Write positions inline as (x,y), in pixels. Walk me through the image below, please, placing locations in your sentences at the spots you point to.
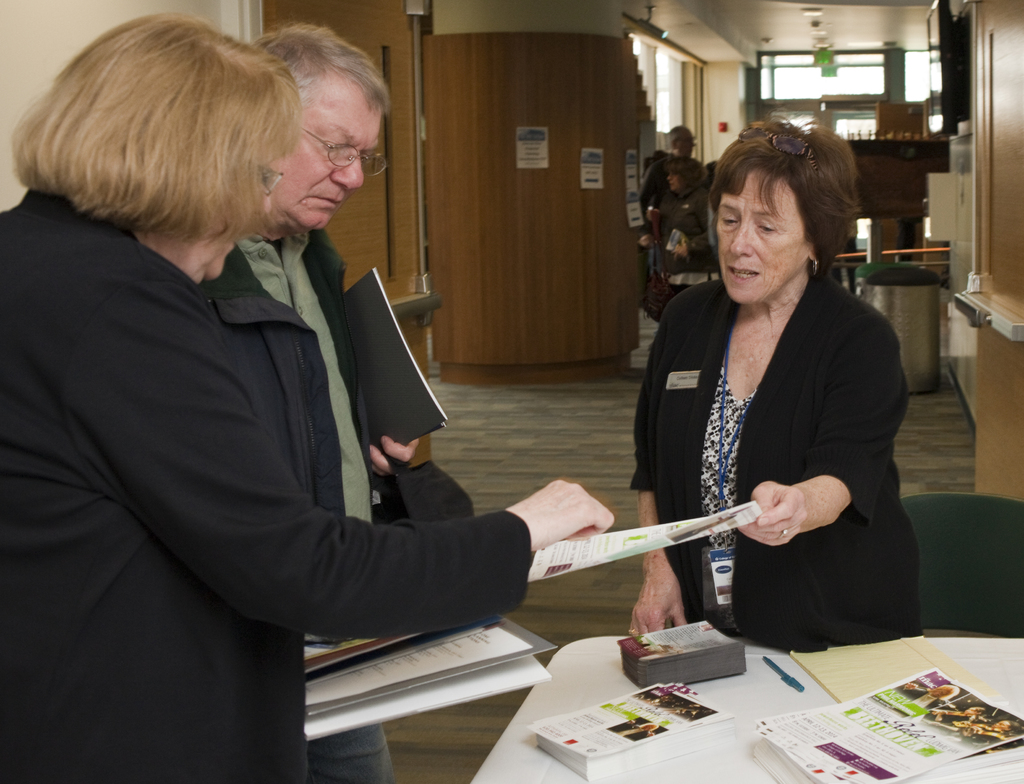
In front of the picture, we see two women (545,533) and a man (297,424) are standing. The man (309,412) is holding the books (361,373) or files (382,369) in his hands (413,445). The woman (801,635) on the right side (784,336) is holding a paper (655,533) in her hand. The woman (219,185) on the left side (238,488) is holding the books (348,661) and the files (359,647). She is trying to explain something. In front of them, we see a white table (734,753) on which books (593,739), papers (806,667) and pen (796,686) are placed. On the right side (929,556), we see a chair (972,536). Beside that, we see a wall (1019,290). Behind them, we see people (696,232) are standing. Beside them, we see a pillar (548,33) on which posters (626,168) are pasted. In the background (847,71), we see a television (949,14), table (942,159), glass windows (859,92) and a wall (728,98) in white color.
